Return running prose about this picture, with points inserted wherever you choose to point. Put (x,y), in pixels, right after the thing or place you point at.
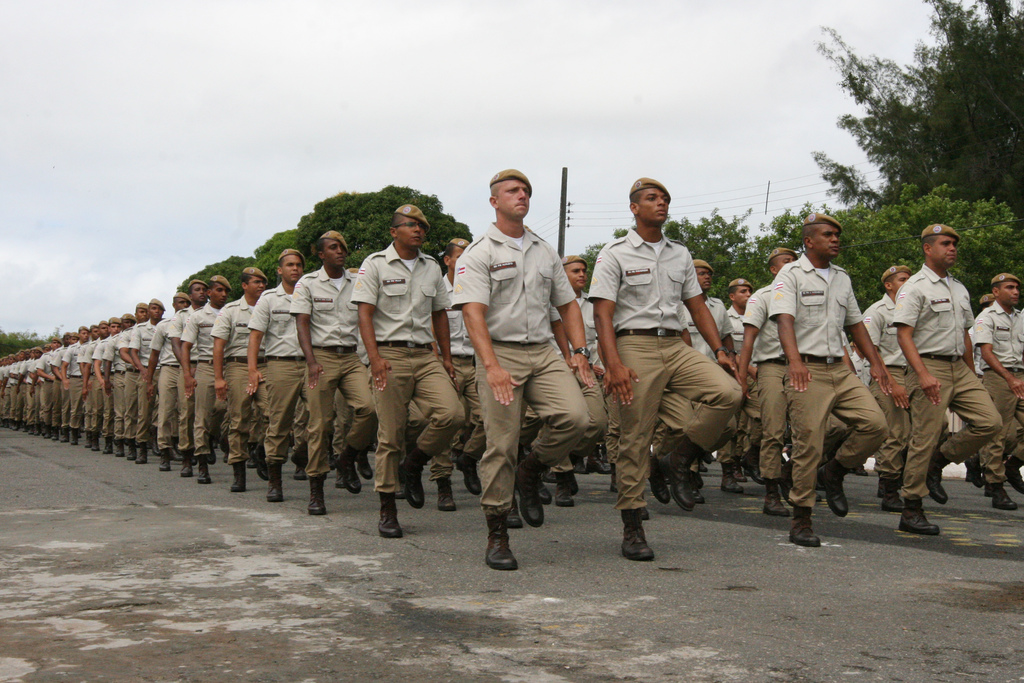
There are soldiers (368,317) drilling on a road (734,553). In the background (981,157), there are trees (293,242) and clouds (290,129) in the sky (113,198).
